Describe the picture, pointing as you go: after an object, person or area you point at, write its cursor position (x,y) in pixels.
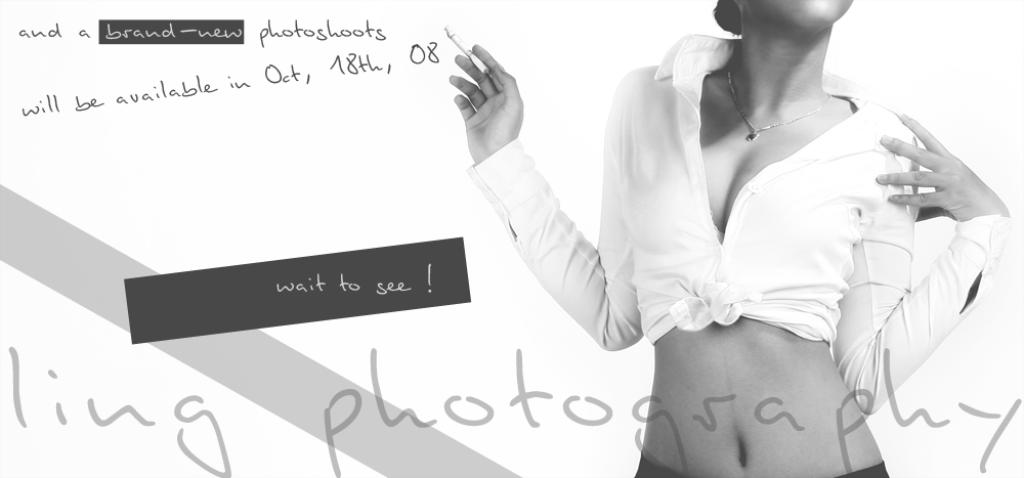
This is an edited image and this is also a black and white image. In this image, on the right side (827,168), we can see a person (870,330). On the left side (325,49), we can also see some text (375,435) written on it.
